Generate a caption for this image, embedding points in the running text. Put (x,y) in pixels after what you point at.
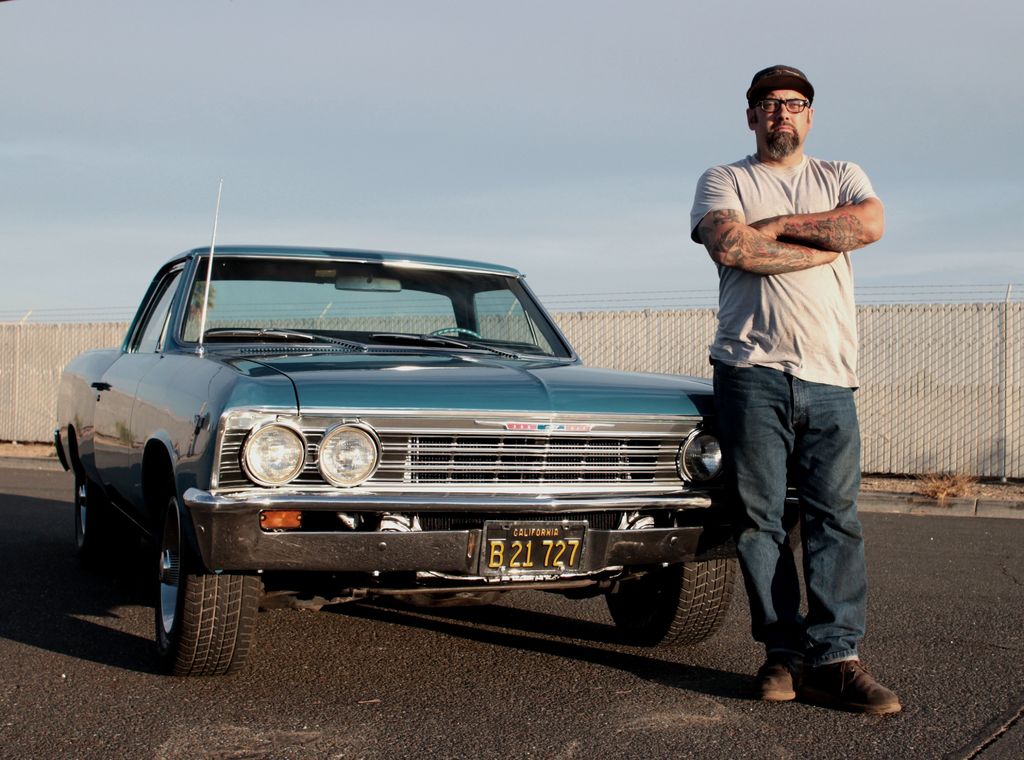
In this image, we can see a vehicle (217,457) on the road (466,611) and there is a man (804,333) wearing glasses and a cap (747,91). In the background (937,371), there is a fence (875,334). At the top (265,240), there is sky (266,105).
